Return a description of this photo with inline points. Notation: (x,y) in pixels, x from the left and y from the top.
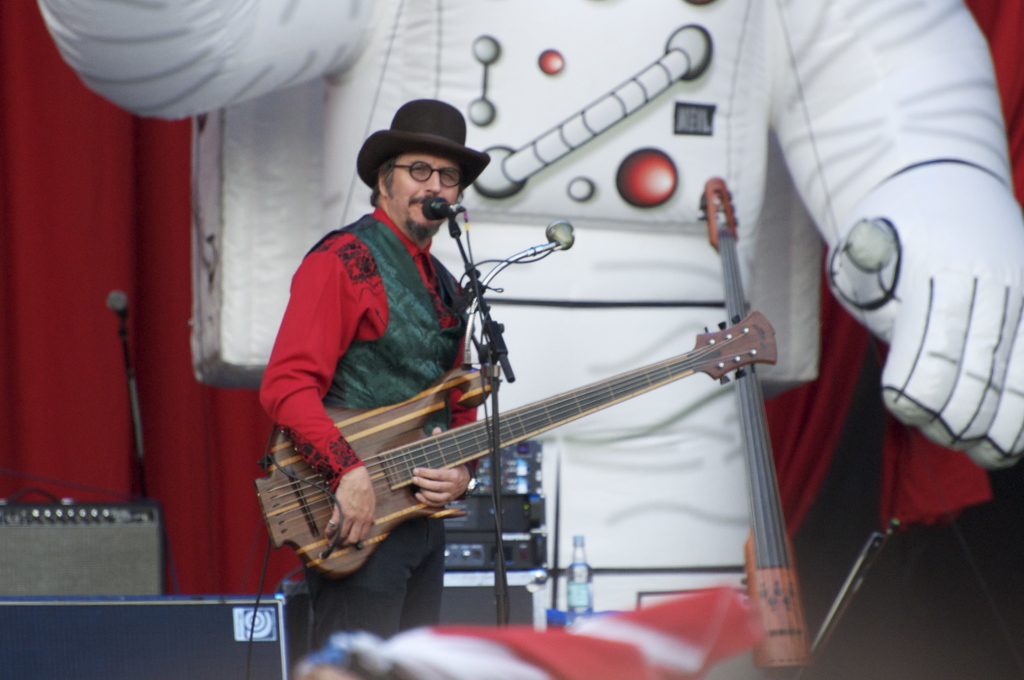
This image is taken on a stage (88,134). In the middle of the image (405,304) there is a man (326,618) standing and holding a guitar (292,467) in his hands (346,482), singing in a mic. In the left side of the image (7,578) there is a speaker box (67,577). At the background (21,452) there is a balloon (210,123) and a curtain (187,356).
